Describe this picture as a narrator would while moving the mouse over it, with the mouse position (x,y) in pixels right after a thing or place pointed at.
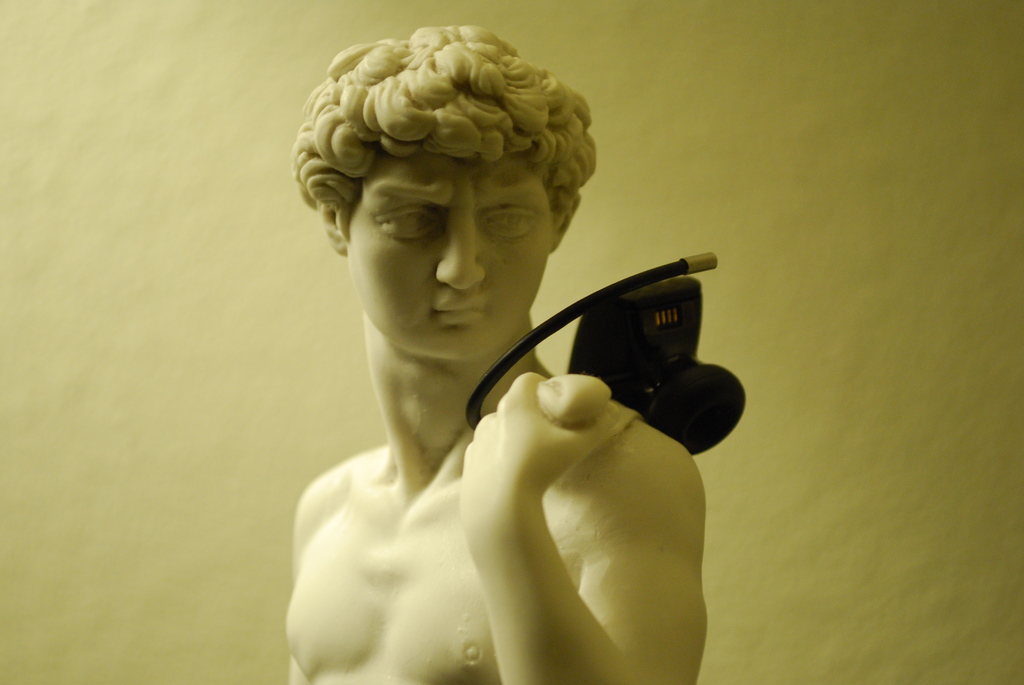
In this picture, we see the stone carved statue (465,478) of the man (429,159). In his hand (550,409), we see something in black color. In the background (214,387), we see a wall (804,522) in yellow color.
